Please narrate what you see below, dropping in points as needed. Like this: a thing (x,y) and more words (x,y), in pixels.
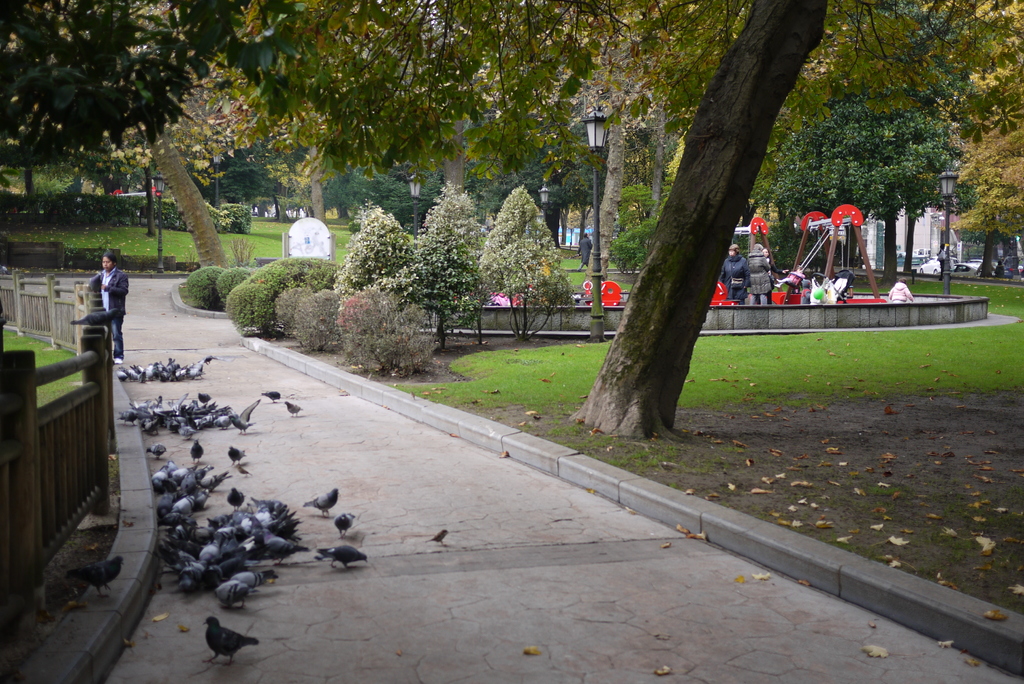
This image is taken in the playground (711,438). At the right side of the image (746,225) there are swings (753,223). On the left side of the image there is a person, beside the person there are many birds (240,533) on the path (249,500) of the ground (304,569). In the background (411,266) there are trees (382,185) and plants (478,263).
